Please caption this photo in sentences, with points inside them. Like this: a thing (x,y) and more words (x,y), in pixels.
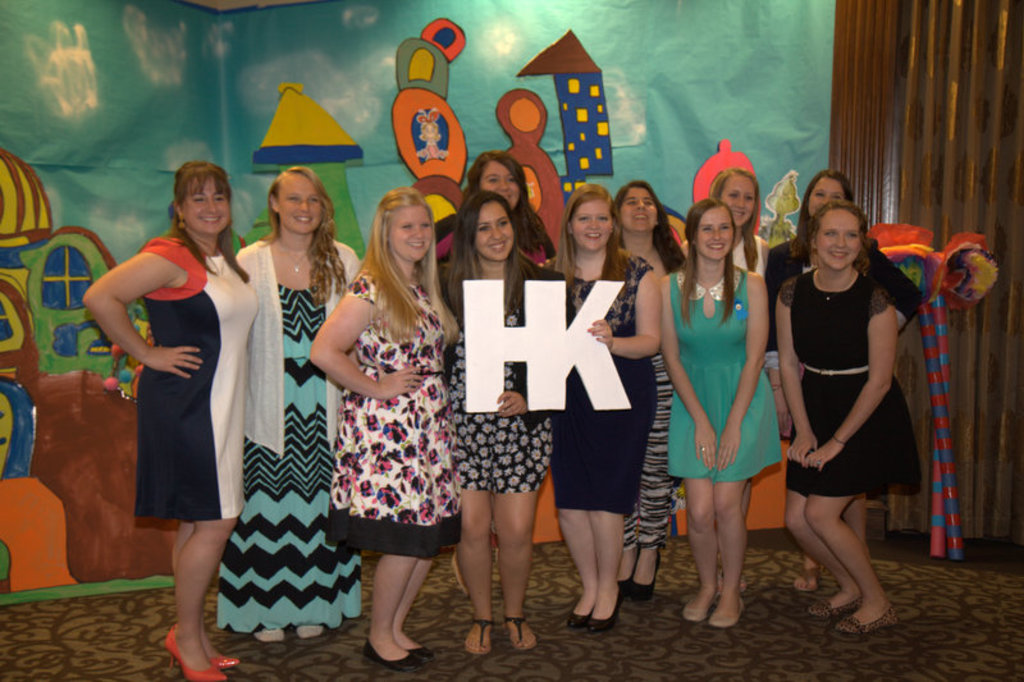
In this picture, we see women (528,464) are standing. All of them are smiling and they are posing for the photo. The two women (552,443) in black dresses (617,367) are holding an alphabet (574,364) in their hands (596,327). Behind them, we see a green wall (244,92) and we see the paintings (75,287) on the wall (411,174). On the right side (944,427), we see the sticks (937,298) in red and blue color and we see a brown curtain (976,109).
